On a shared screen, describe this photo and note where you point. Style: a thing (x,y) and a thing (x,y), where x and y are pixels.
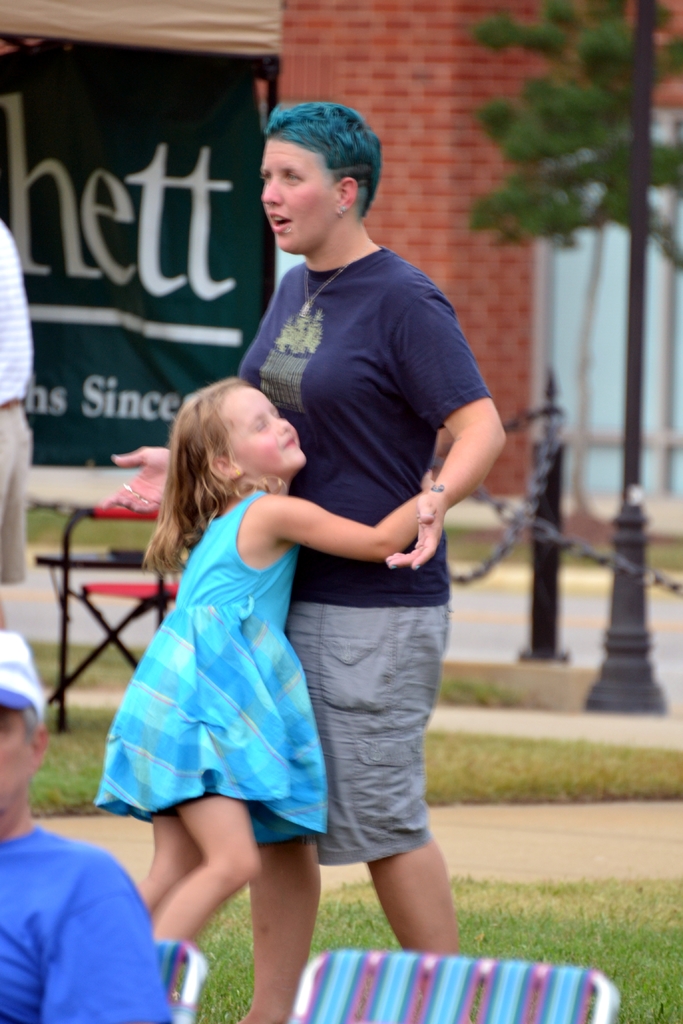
In this image we can see a man (73,871) sitting on the chair (188,955), a man (27,374) standing on the floor (105,679) and a child (216,455) holding the woman (395,553) who is standing on the ground (479,902). In the background (537,441) we can see barrier poles (552,504), trees (572,118) and walls (315,46).
